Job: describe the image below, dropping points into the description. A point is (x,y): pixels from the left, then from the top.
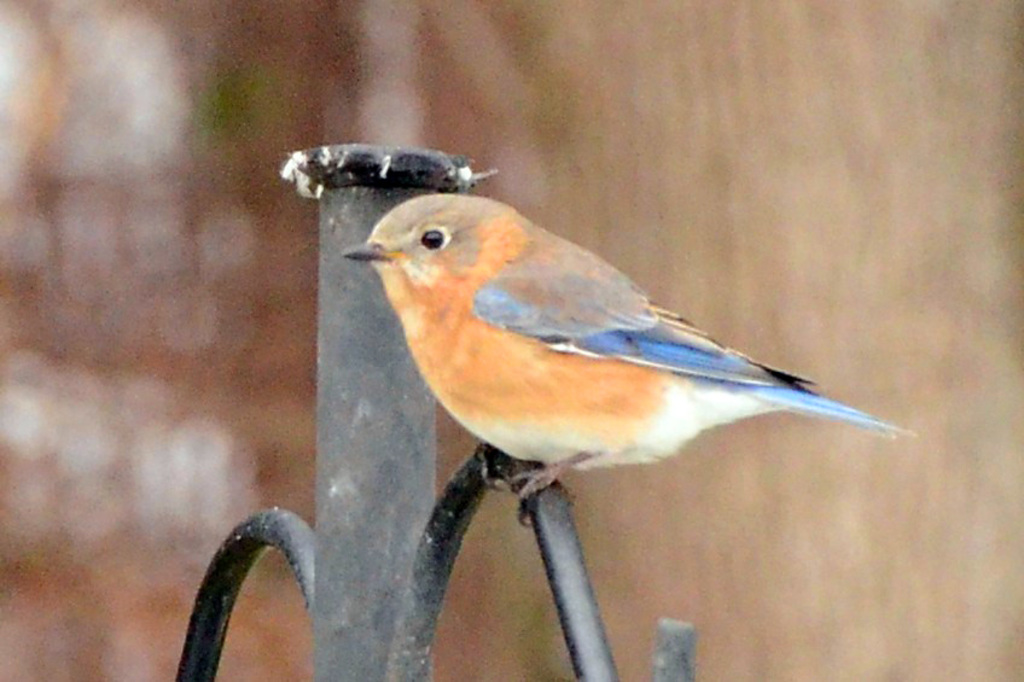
In this image we can see a bird (573,399) on a metal stand (579,572).
